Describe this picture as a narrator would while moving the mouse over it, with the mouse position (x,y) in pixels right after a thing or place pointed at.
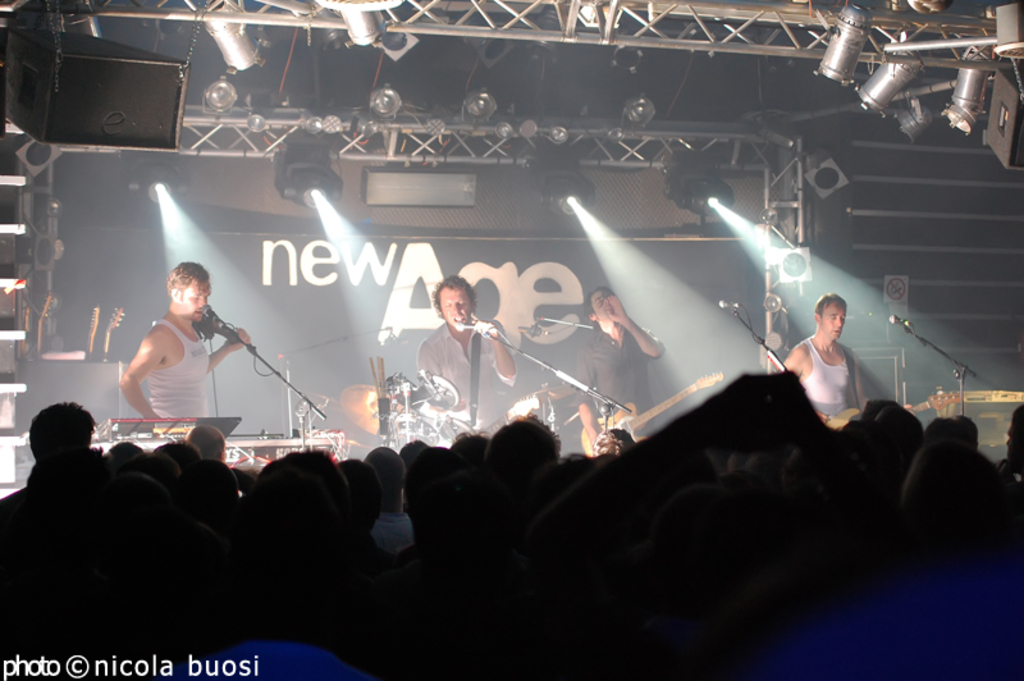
4 people (166,350) are standing on the stage (766,338) and performing. on the front (613,569) people (613,569) are standing and watching them. 2 people (604,364) at the right of the stage (621,354) are playing guitar (615,421). the person (446,363) at the center (448,373) is holding a microphone (472,328) and singing. the person (179,373) at the left (180,368) is carrying a microphone (223,331). behind them there is a black background (590,257) on which new age is written. on the top (329,186) there are lights (375,193).
